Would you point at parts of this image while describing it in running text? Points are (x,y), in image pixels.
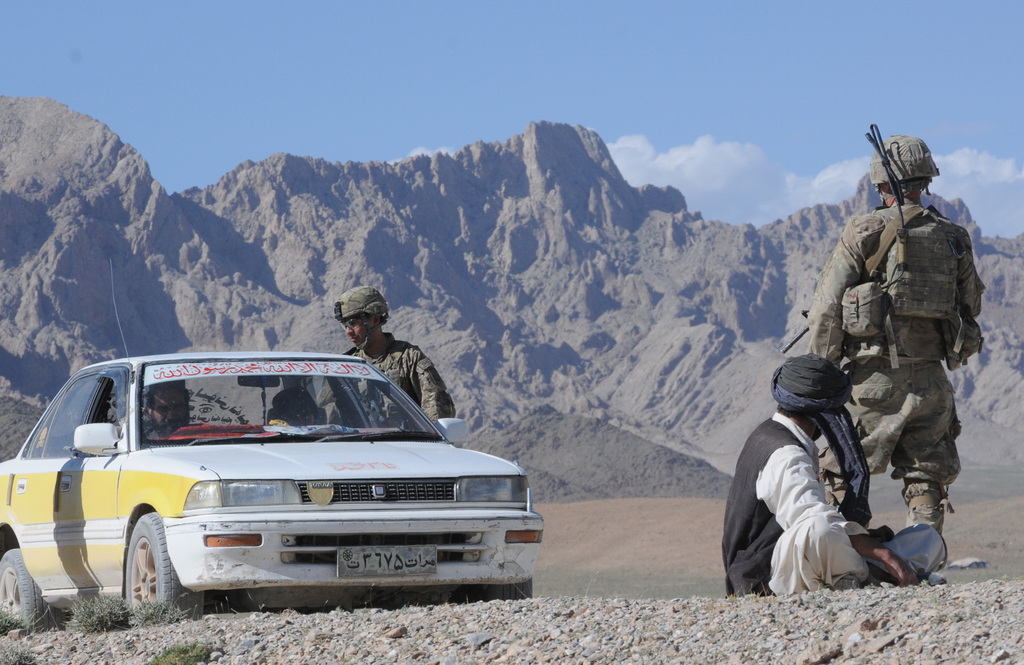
In this image there is the sky (800,106), there are clouds (717,159) in the sky (708,136), there is a mountain (596,230), there is a car (248,448), there is a person (180,414) inside the car (338,383), there are two persons (417,359) standing, there is a person (826,534) sitting, there are plants (157,622), there are plants (15,622) truncated towards the left of the image (18,663), there are stones (773,638).
